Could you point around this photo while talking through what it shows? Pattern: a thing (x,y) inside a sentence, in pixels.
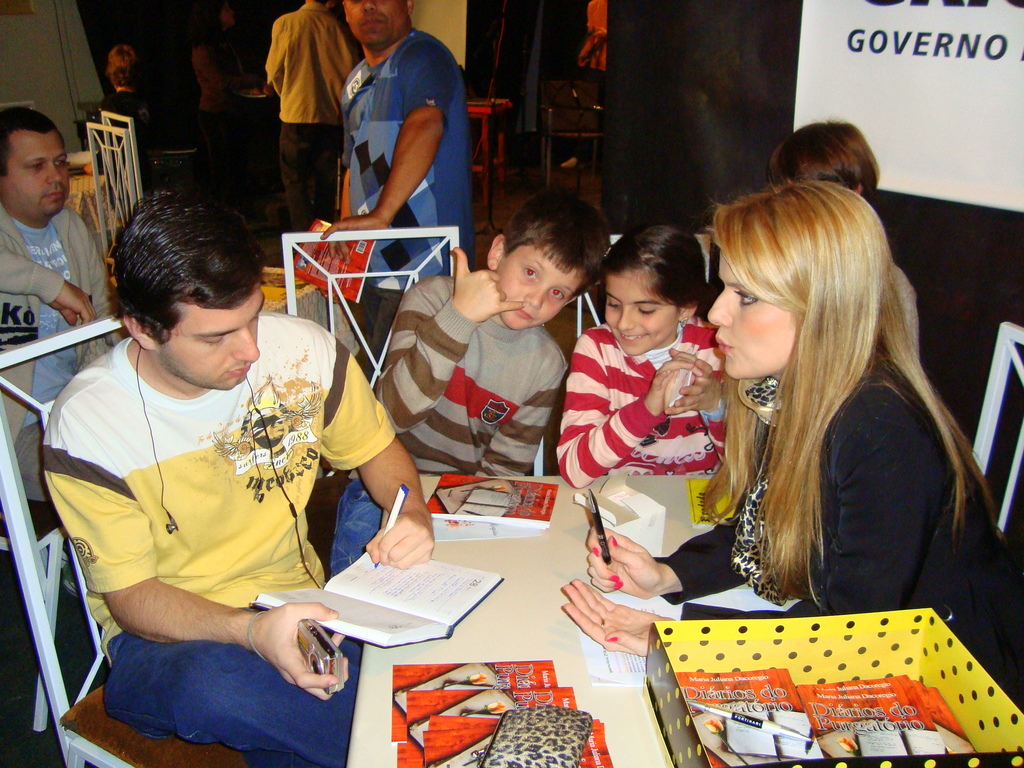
In this picture, we see six people (276,374) are sitting on the chairs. In front of them, we see the books (405,579), wallet (564,720) and a box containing the books (875,751). We see the man (323,612) and the women (840,574) are holding the pens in their hands (635,578). I think the woman (783,326) is trying to talk something. On the right side (878,16), we see a board (907,165) in white color with some text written on it. Behind them, we see the people (201,94) are standing. The man (434,192) in the blue T-shirt (370,100) is holding a book (351,295) in his hand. In the background (490,131), we see the tables (499,122), black curtains (516,48) and a white wall (434,19).
